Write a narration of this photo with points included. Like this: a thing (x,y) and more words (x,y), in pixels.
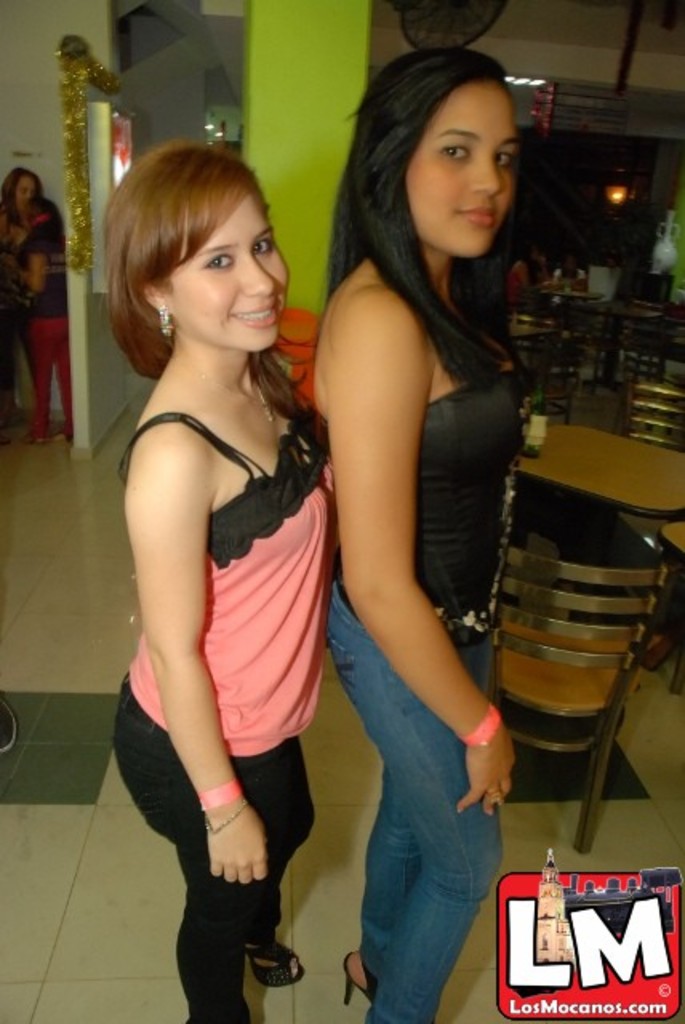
In this image there are people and wall (39,75) in the left corner (90,404). There are two persons (217,993) in the foreground (404,1019). There is some text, tables (590,435), chairs (555,363) in the right corner (570,296). There is a wall (661,103) in the background (13,103). There is a light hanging on roof (527,68) at the top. And there is a floor (55,963) at the bottom (35,704).
